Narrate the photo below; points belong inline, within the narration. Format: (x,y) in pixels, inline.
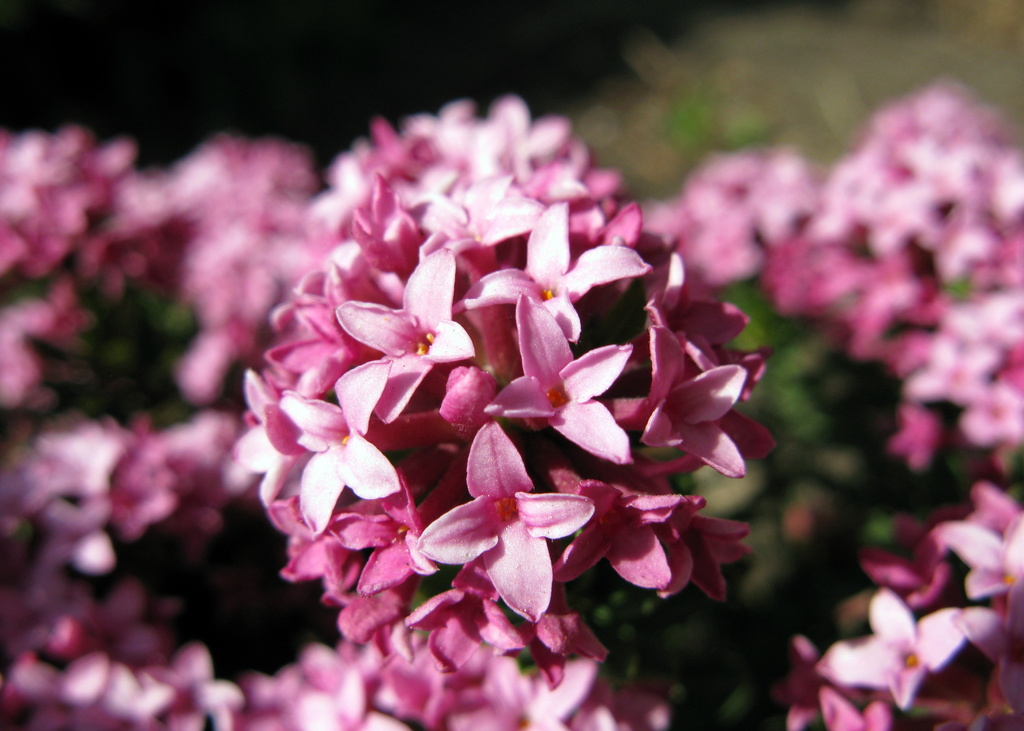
In this image, we can see some flowers (980,573) on blurred background (169,252).
